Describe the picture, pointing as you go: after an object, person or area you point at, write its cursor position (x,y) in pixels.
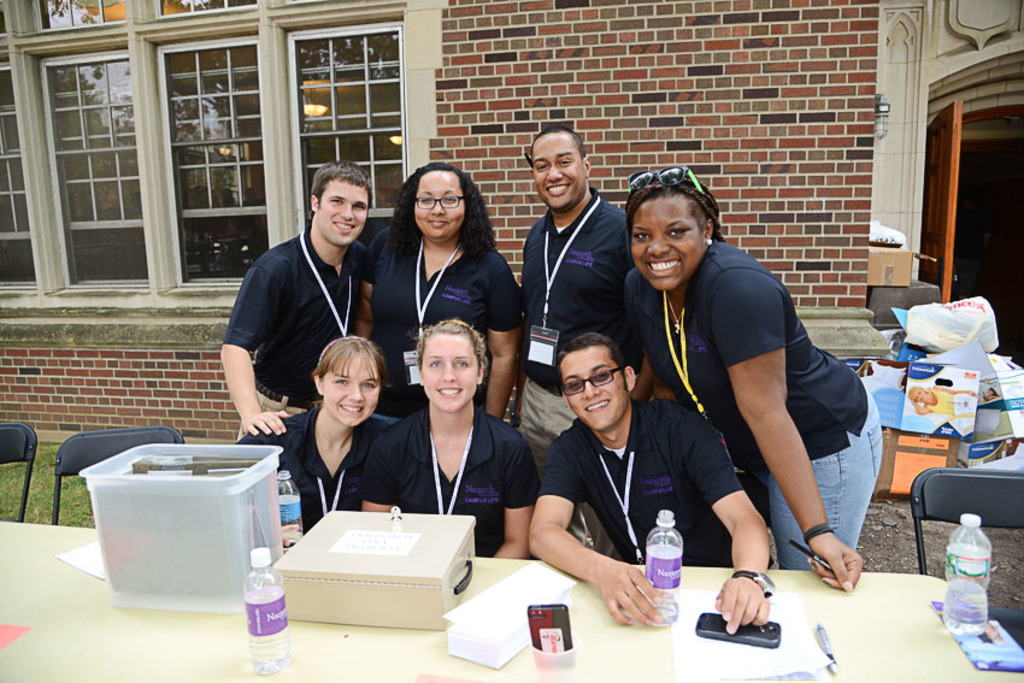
In this image I see 4 women (430,315) and 3 men (569,328) in which 3 of them are sitting and 4 of them are standing. I can also see that all of them are smiling and I see that there is a table (1012,682) over on which there are bottles (952,545), boxes (94,475) and other few things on it. In the background (27,474) I see the chairs (27,474), boxes (880,372), wall (904,151) and the windows (39,27).
